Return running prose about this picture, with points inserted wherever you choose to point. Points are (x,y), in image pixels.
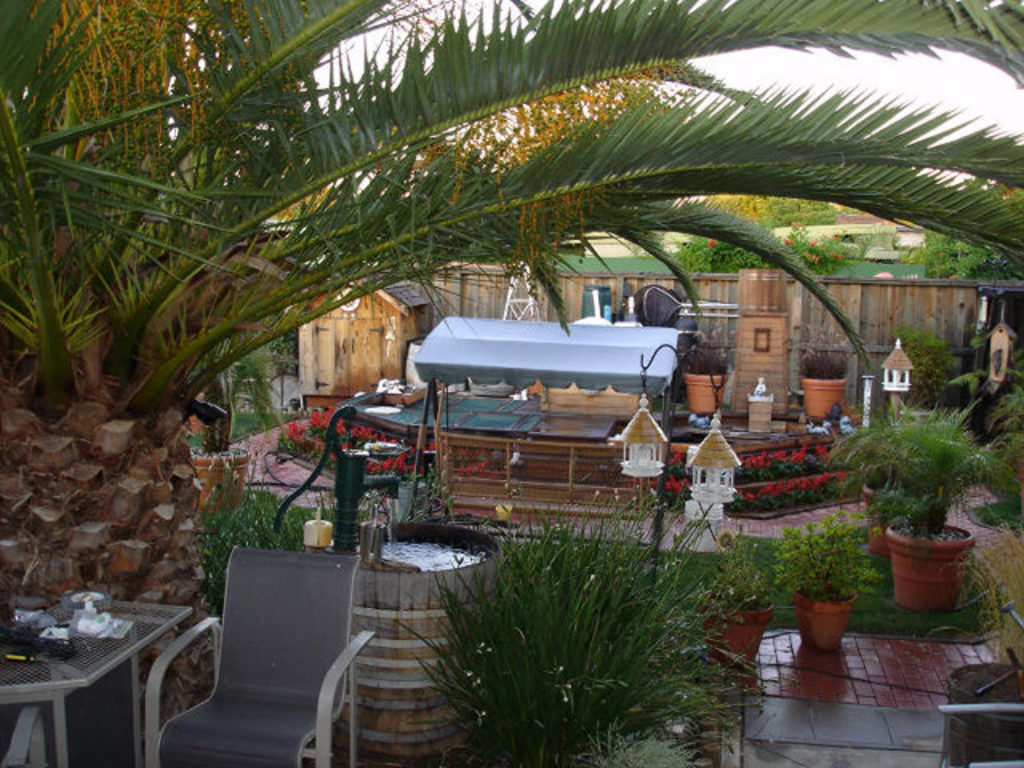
In this picture there is a table (92,669), chair (305,678) and a well (362,623) at the bottom side of the image (426,637) and there is a swing (531,472) in the center of the image (561,494), there are plant pots (955,553) around the swing (648,335) and there is a house (617,269) in the background area of the image (657,239) and there is greenery (659,153) around the area of the image.
